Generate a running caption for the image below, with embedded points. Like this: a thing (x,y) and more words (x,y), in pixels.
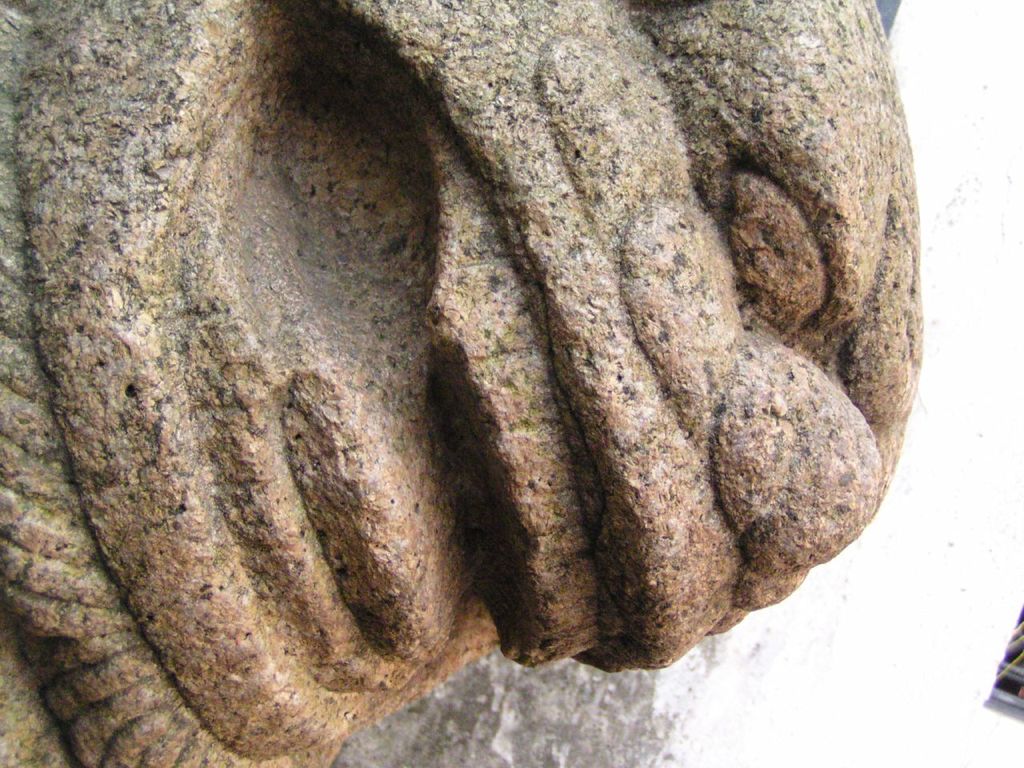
In the image we can see there is a rock statue (489,431).
